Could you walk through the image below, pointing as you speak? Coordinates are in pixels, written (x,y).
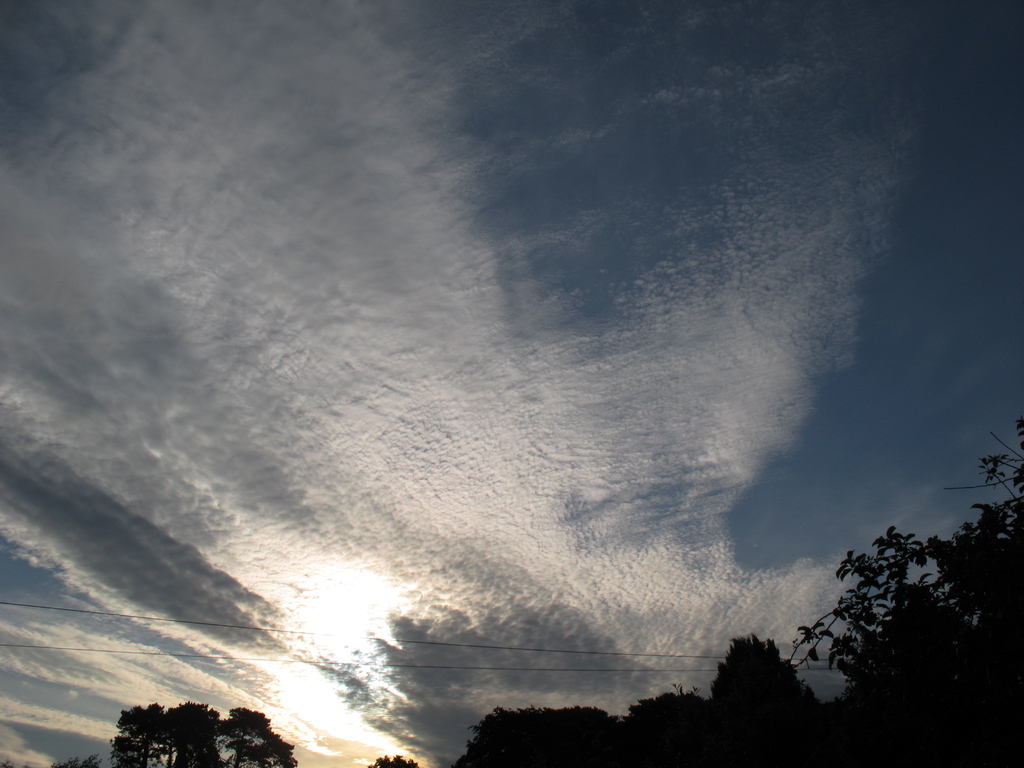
In this image I can see trees (945,699) in the foreground of the image (718,671). There are wires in the center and there is sky (404,463) at the top (711,247).
